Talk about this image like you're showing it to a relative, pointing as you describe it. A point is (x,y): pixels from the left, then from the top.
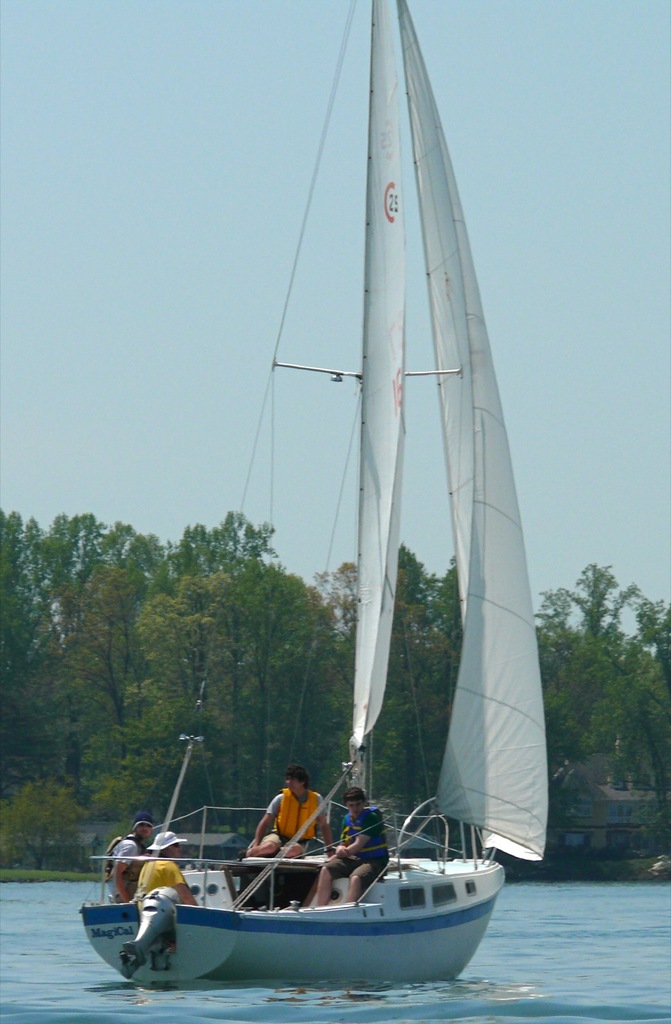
This image is clicked outside. There is water (515,1004) at the bottom (378,1004). On that there is a boat (314,944). In that there are some persons (347,801). There are trees (336,718) in the middle (253,572). There is sky (336,428) at the top (536,303).
